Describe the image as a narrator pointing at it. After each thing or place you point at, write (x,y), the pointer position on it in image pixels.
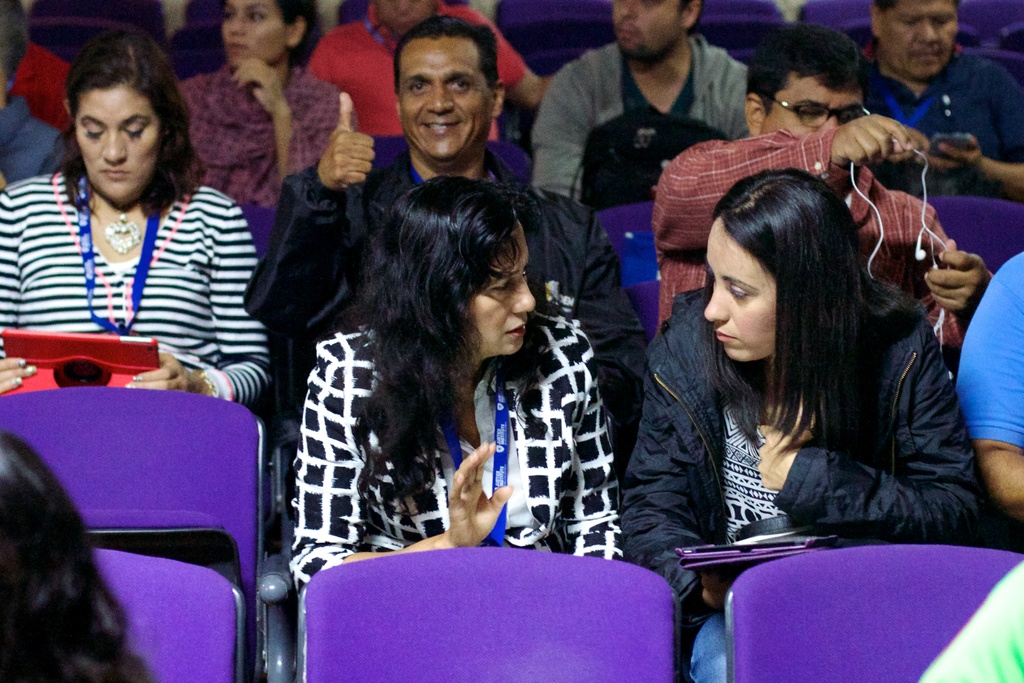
This picture describes about group of people (544,333), they are seated on the chairs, in the left side of the image (157,222) we can see a woman (78,183), she is holding a tablet (4,330).
